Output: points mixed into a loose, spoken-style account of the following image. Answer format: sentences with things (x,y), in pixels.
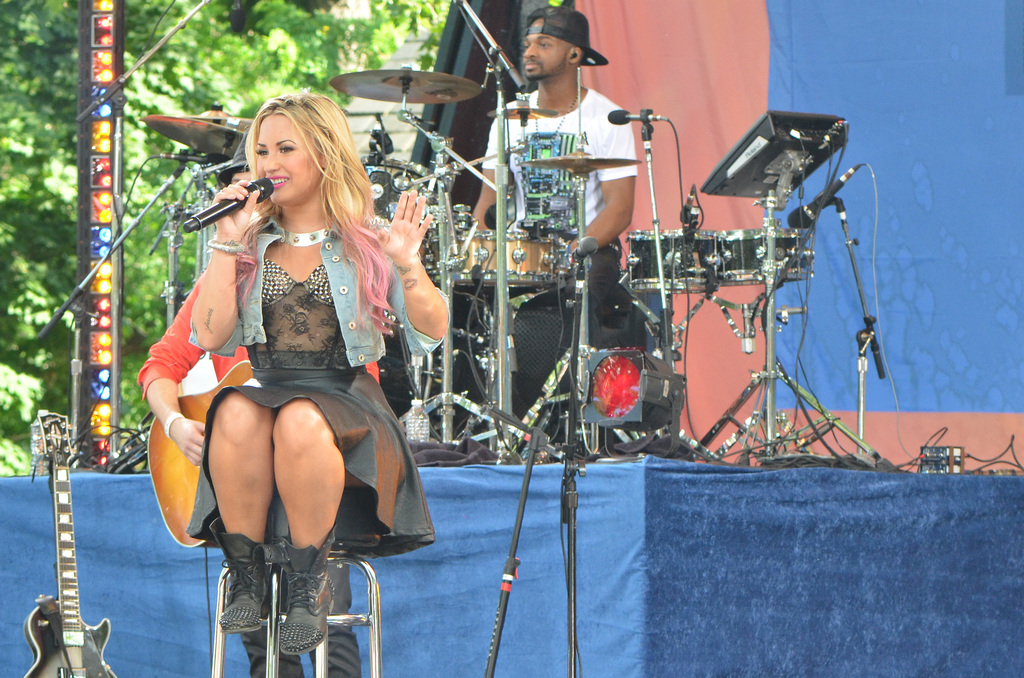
There is a woman (307,272) sitting on the stool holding a mic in her hand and in the background (536,141) we can see a man (559,113) sitting on stool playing the drums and here we can see the guitar (77,577) and there are lights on the stage (595,422) and different types of musical instruments (419,83) like plates (357,92), drums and in the background (226,60) we can see the tree (189,69) and in the background (677,41) we can see a curtain (764,85) and in the backside of a woman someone (174,356) is playing guitar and man (548,89) sitting on stool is having a cap (565,23) on his head (547,51).
